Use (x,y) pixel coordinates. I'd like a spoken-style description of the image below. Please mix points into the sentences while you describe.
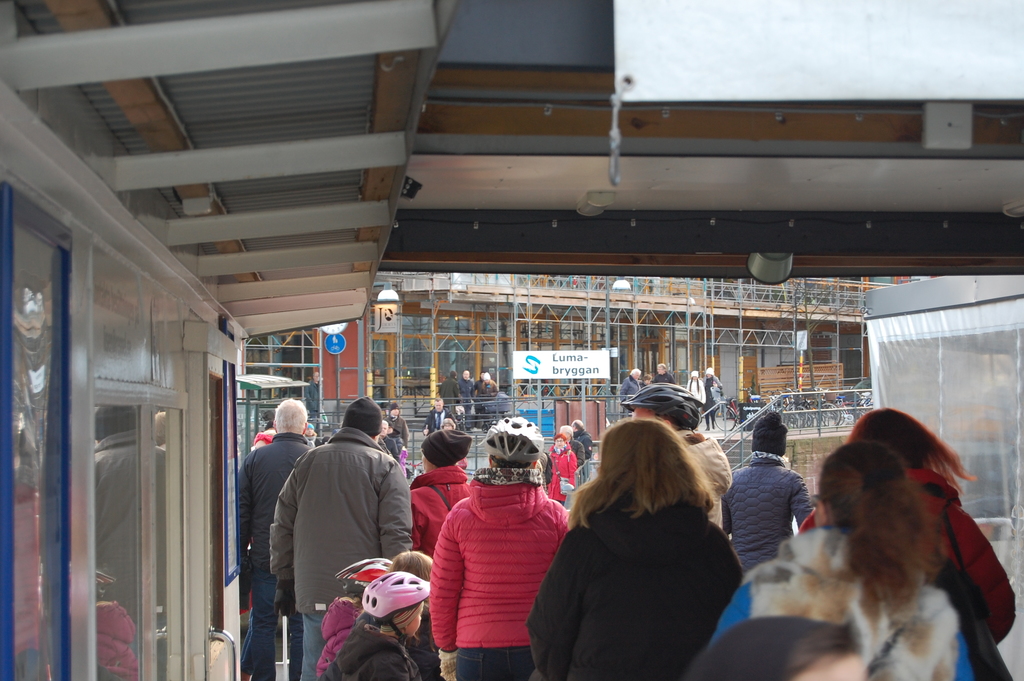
In the picture I can see a group of people (548,491) are standing among them some are wearing helmets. In the background (544,331) I can see buildings (348,358), boards (534,363), poles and some other objects (487,402).
